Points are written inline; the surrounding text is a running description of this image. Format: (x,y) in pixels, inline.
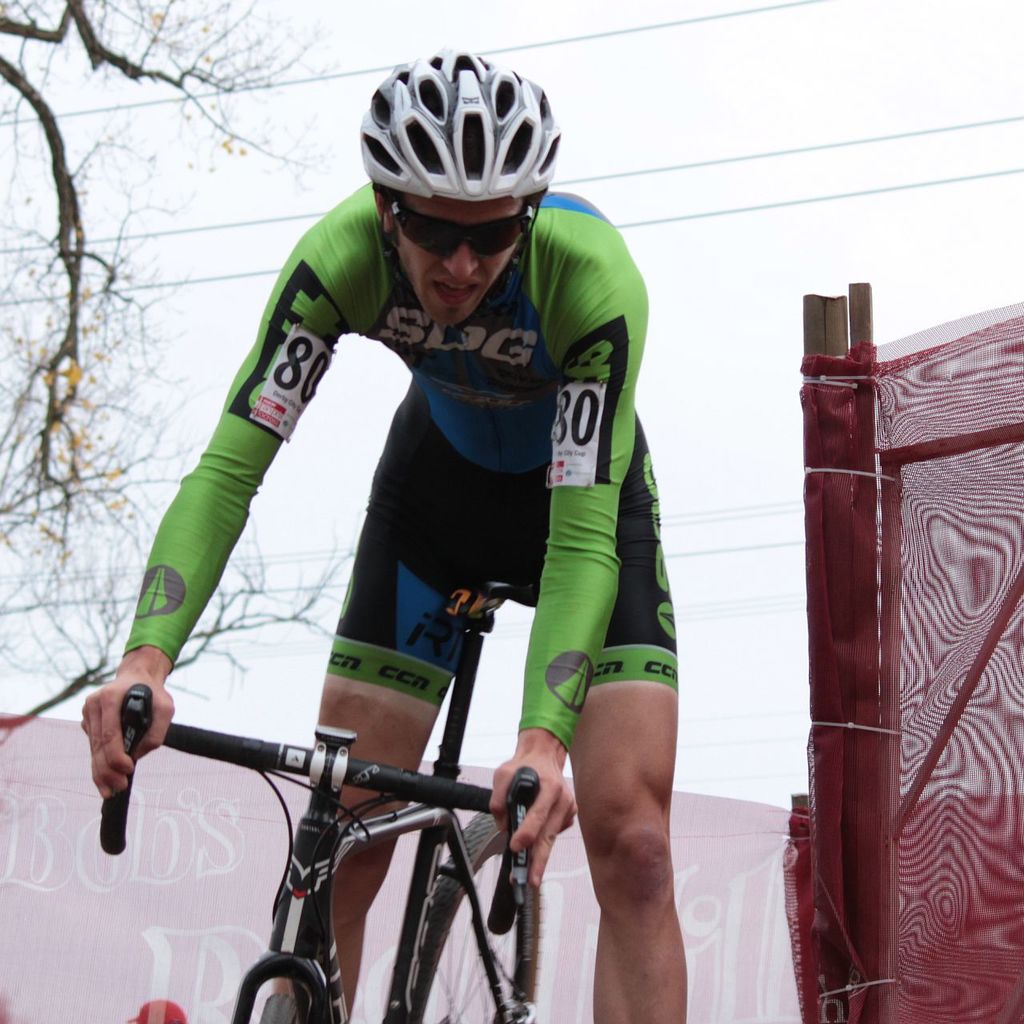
There is a man (475,367) who is sitting on a bicycle (487,587) holding the handle (456,791) of a cycle (484,600). He is wearing a helmet (442,88) and a jersey (585,381) with a number (572,440) on it. In the background (37,261) we can see a tree (53,143) and the sky (238,345) and wires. On the right side (863,556) corner we can see a cloth (838,559) which is attached to stick (855,416).
